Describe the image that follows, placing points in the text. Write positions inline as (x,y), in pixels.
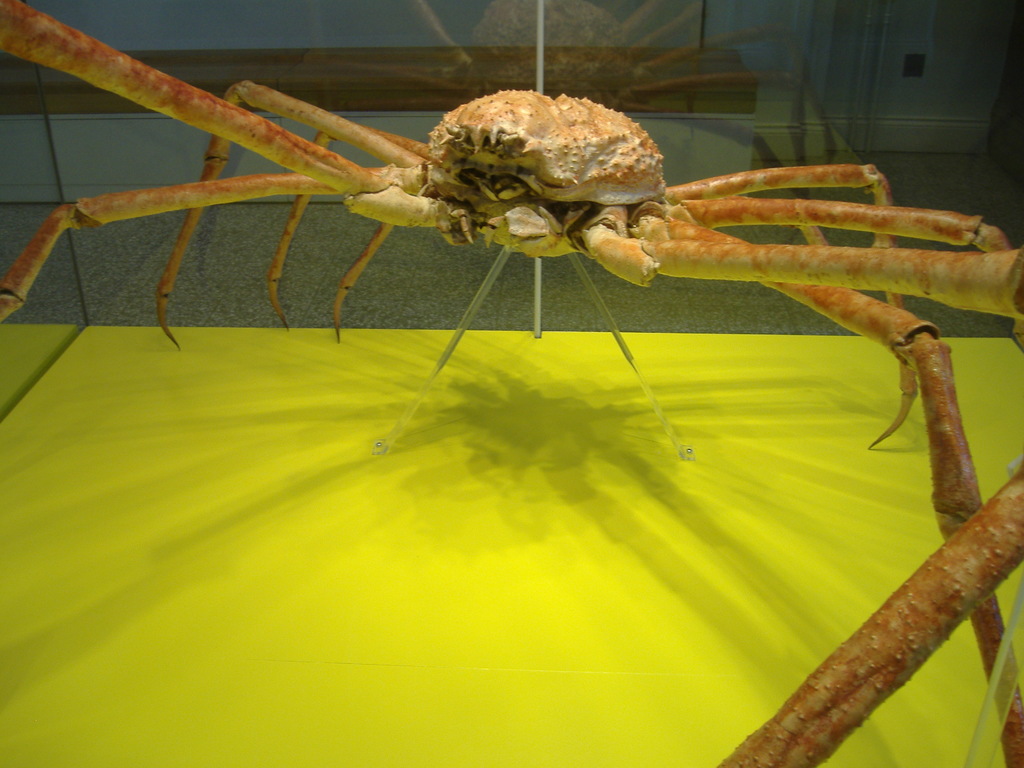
In this image I can see a crab (1021,279) which is in brown color and I can see floor (336,431) in yellow color.
